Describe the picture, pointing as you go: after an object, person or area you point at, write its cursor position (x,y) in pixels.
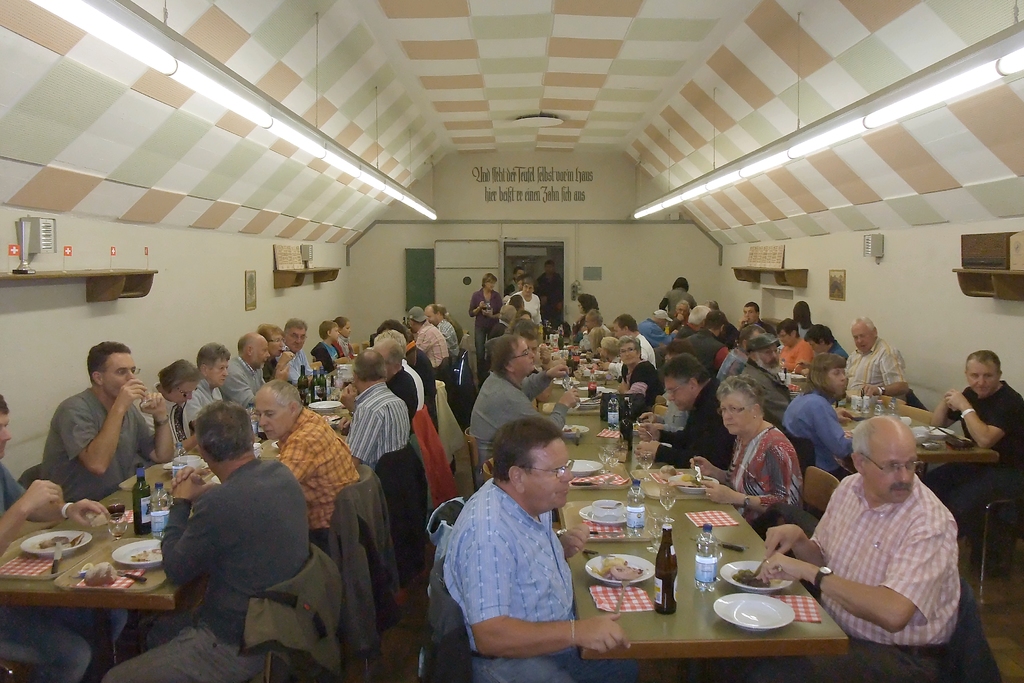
In the middle of the image (443,329) many people (955,497) are sitting and dining. At the top of the image (486,106) there is a roof (433,119) and lights (402,196). In the middle of the image (553,257) there is a door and wall (1003,307). In the middle of the image (567,419) there is a table (668,614), On the table (695,626) there are some plates (638,563), water bottles (708,534) and napkins (715,523).
